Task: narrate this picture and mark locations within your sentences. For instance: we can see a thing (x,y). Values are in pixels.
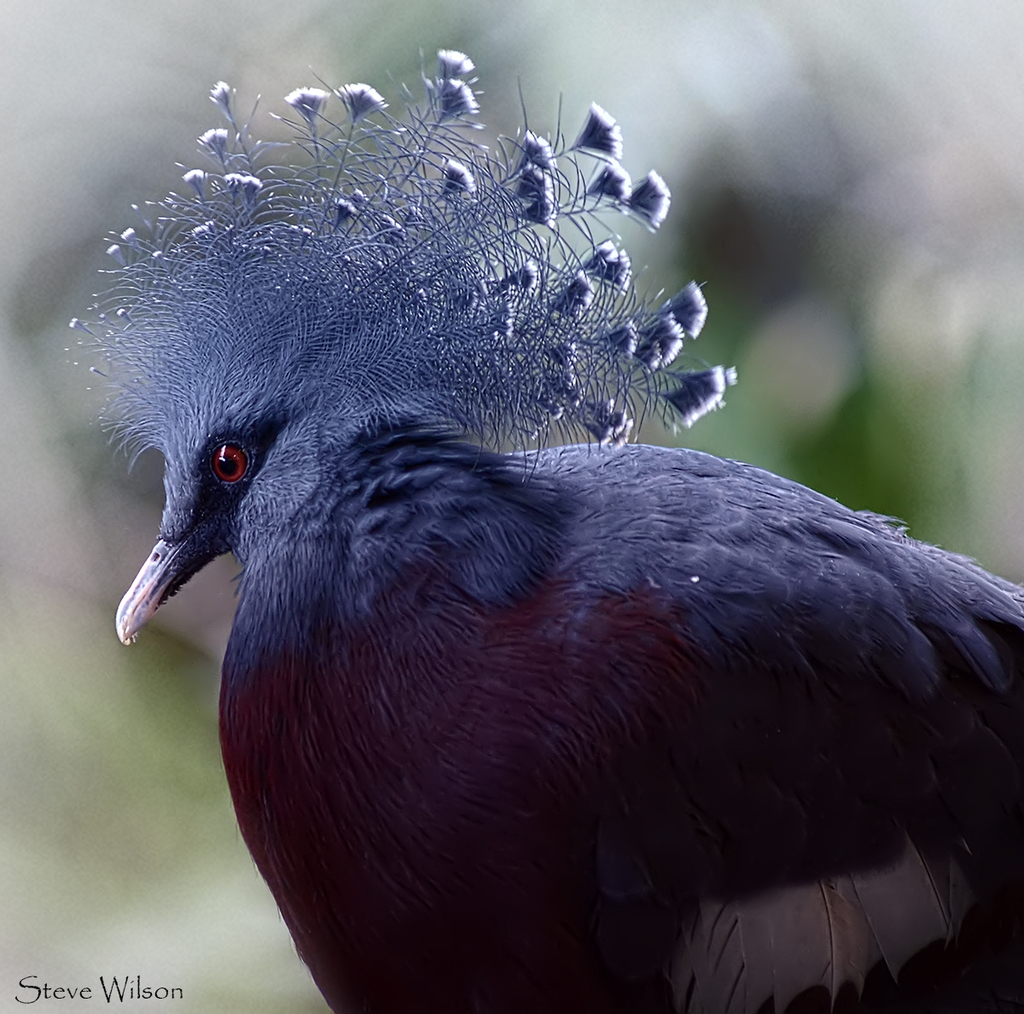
In this picture we can see a bird (425,433), at the left bottom of the image (40,998) we can see a watermark (51,991).
